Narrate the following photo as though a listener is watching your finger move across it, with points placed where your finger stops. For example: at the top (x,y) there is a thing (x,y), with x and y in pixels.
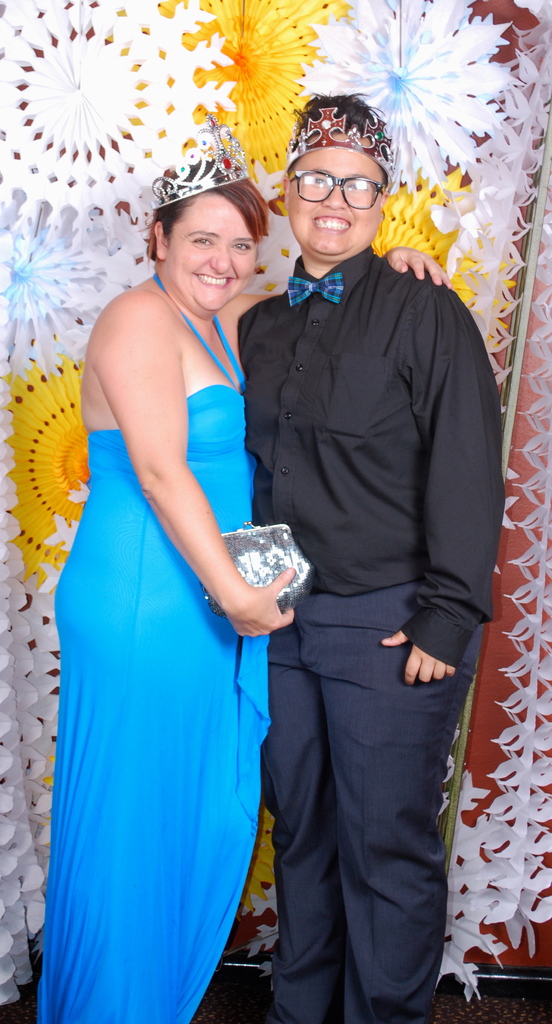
In the middle of the image (288,576) I can see two persons (202,391) are standing and smiling. In the background (274,80), I can see colorful objects (286,51).
